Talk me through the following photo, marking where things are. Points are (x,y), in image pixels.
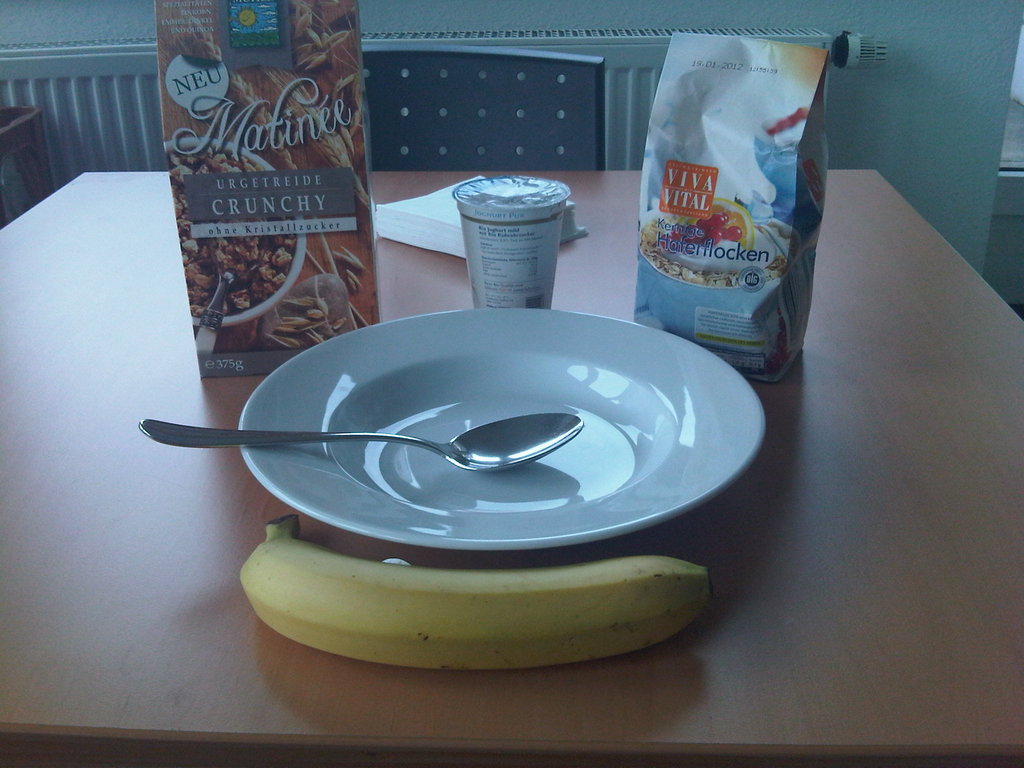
In the center of the image (456,277) there is a table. On the table (425,285) we can see plate (456,485), spoon (462,444), banana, cup (481,277), tissue paper (426,229), packets (682,312) are there. At the top of the image (485,79) we can see chair (568,81), wall (910,71), table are there.
